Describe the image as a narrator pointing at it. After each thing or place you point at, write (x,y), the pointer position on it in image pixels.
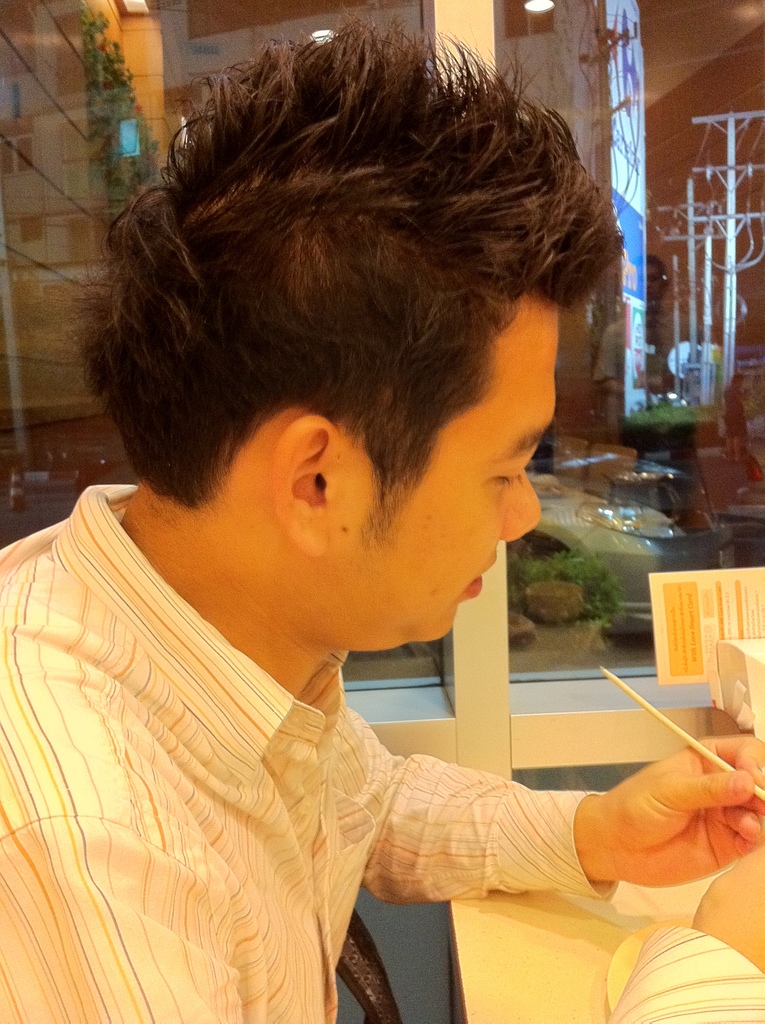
This image is taken indoors. On the left side of the image (145,490) a man (138,541) is sitting on the chair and he is holding a stick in his hand (684,882). On the right side of the image (554,913) there is a table (583,924). In the background (74,118) there is a glass door (656,58).
